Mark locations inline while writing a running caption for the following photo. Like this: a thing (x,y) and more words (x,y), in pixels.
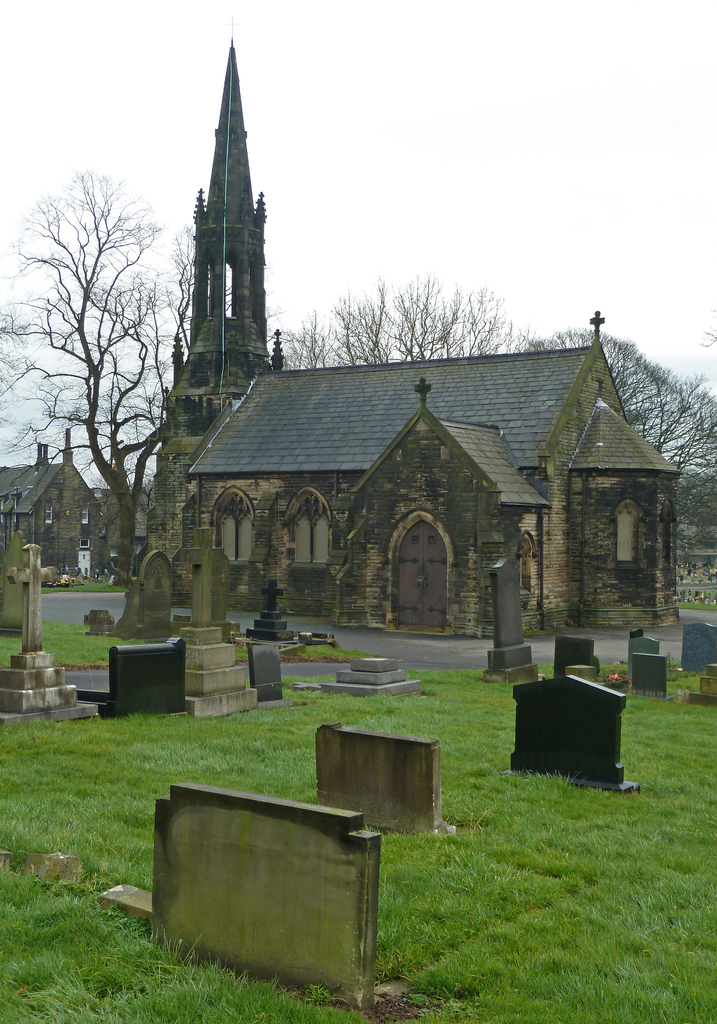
We can see grass (704,933), stones (152,621) and cross symbols (31,563). In the background (270,433) we can see buildings (638,570), trees (125,447), tower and sky (413,261).
